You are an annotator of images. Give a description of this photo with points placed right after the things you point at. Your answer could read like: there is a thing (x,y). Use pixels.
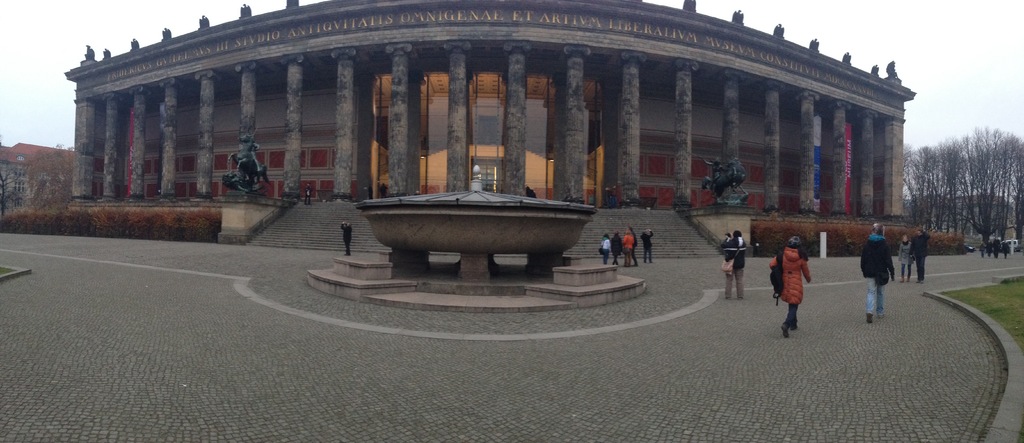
This picture describes about group of people (873,250), few are standing and few are walking, in the background (906,205) we can see few trees (912,187), statues (737,186) and buildings (75,149).
